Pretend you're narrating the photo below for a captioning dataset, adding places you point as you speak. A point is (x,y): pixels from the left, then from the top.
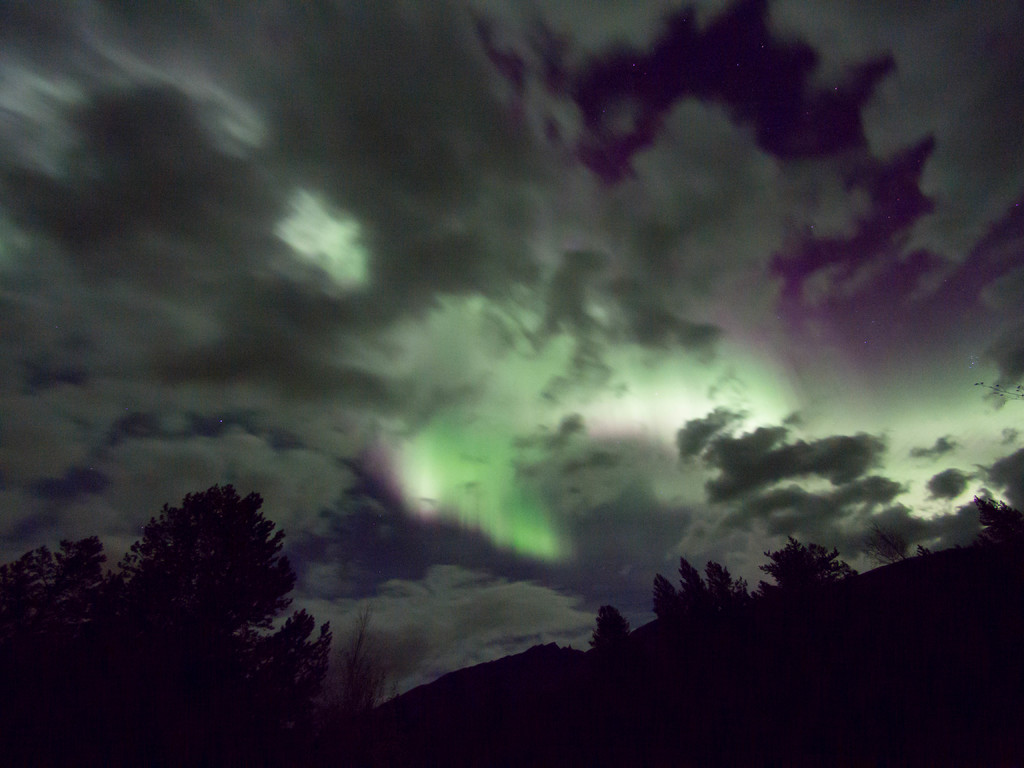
At the bottom of the image (93,687), we can see trees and dark view. Background (1023,424) we can see the cloudy sky (288,356).
